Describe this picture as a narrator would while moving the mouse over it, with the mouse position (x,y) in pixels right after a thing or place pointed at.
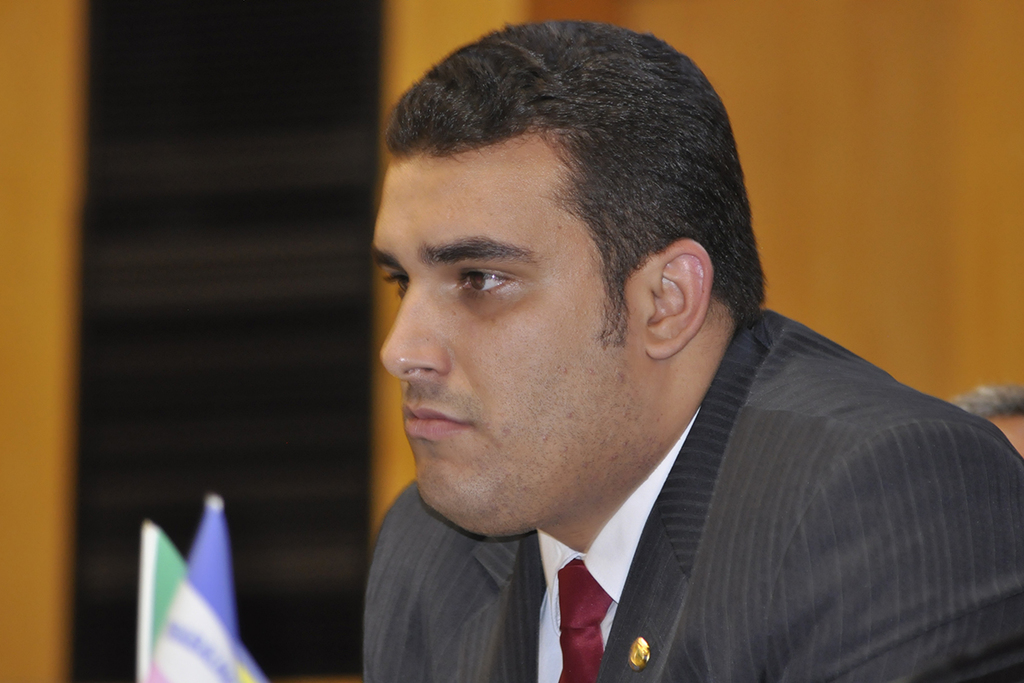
In this picture we can see a man (682,458), he wore a suit (478,567), on the left side (229,647) there is a flag (202,643), we can see a blurry background (863,231).
